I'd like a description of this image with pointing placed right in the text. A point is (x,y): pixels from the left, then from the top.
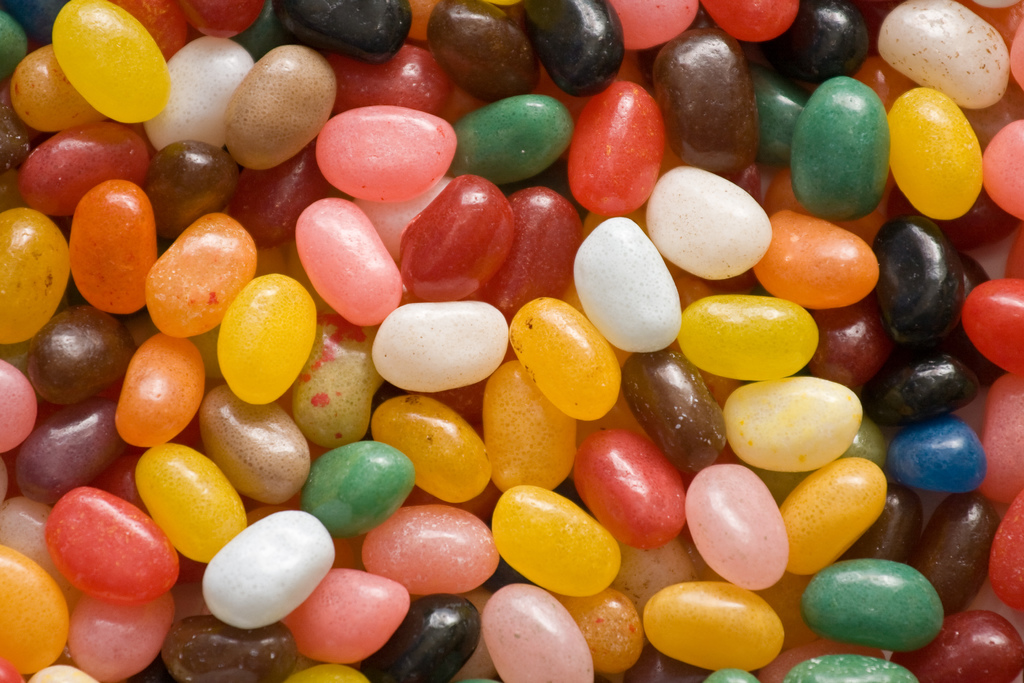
In this picture we can see different colors of jelly beans (524,266).
